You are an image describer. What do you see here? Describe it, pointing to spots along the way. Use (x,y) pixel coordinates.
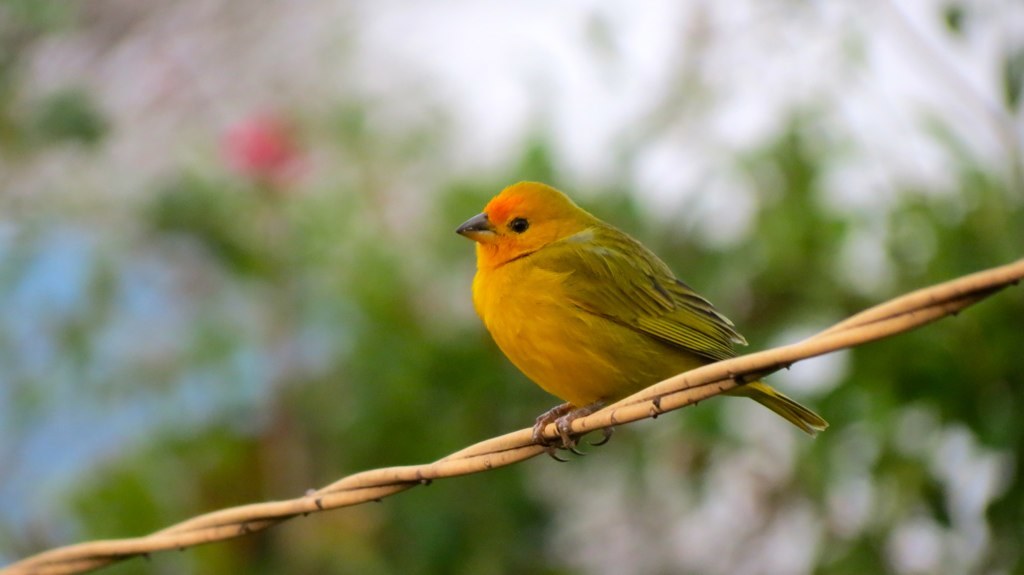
In this image a yellow bird (568,358) is standing on a cable (428,471). The background (38,336) is blurry.
